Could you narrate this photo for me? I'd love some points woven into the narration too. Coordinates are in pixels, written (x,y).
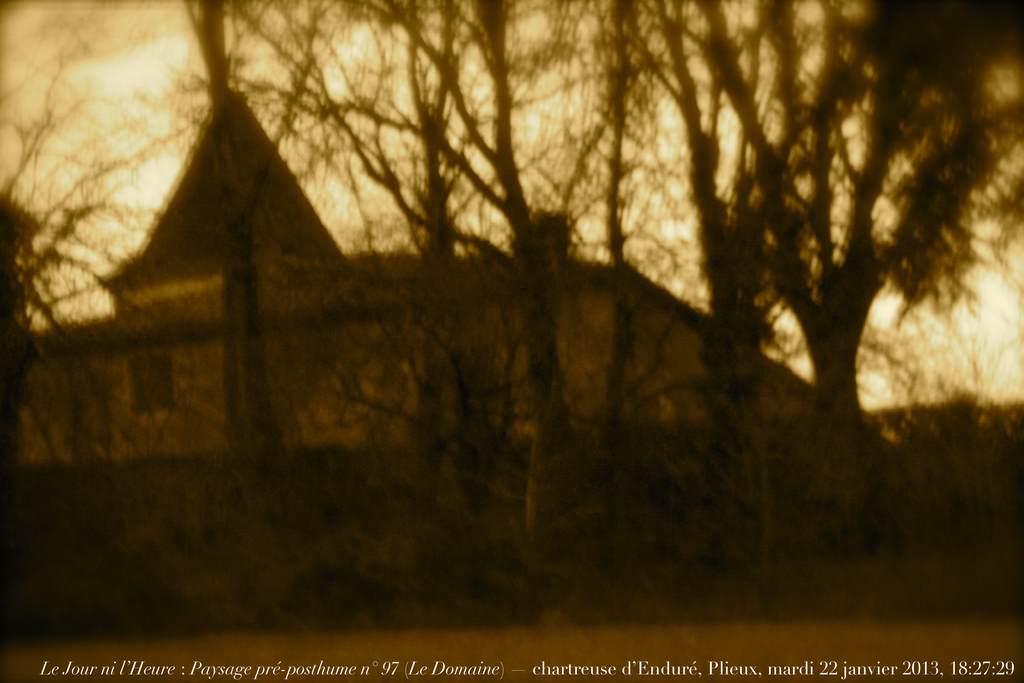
This is a slightly blurred picture. I can see a house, there are trees (646,44), and in the background (255,67) there is the sky (527,129) and there is a watermark (679,668) on the image.
